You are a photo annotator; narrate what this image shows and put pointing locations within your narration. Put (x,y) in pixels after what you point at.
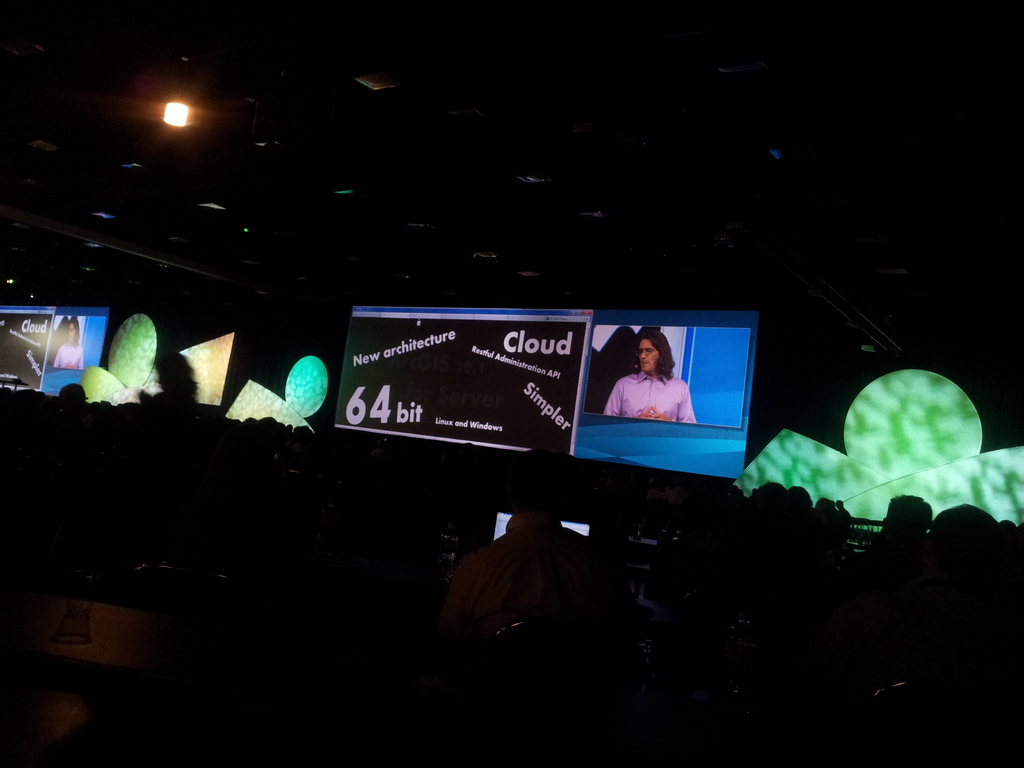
This image is taken indoors. This image is a little dark. In the middle of the image (426,511) there are a few people (145,444). At the top of the image (169,111) there is a light (182,120). In the background (373,378) there are a few banners (476,373) with text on them and there is a screen (67,356). There are a few objects (279,398).
